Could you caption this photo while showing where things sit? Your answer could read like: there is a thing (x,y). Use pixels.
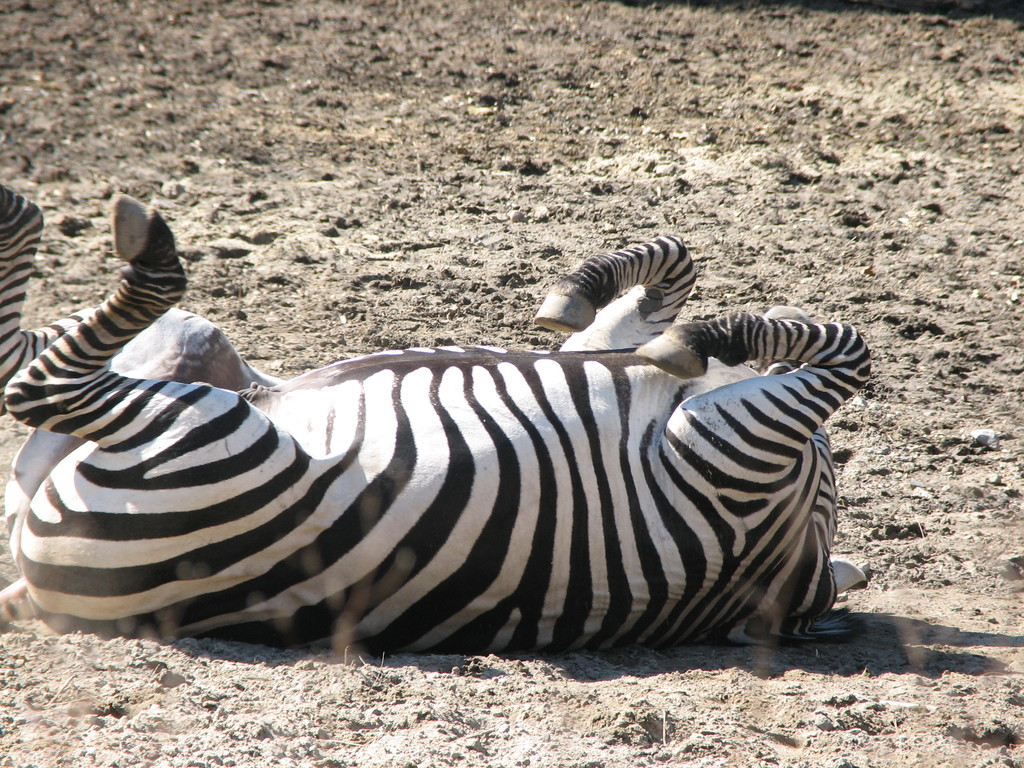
In this image I can see the zebra (435,451) on the ground (630,682). The zebra (591,515) is in white and black color.
